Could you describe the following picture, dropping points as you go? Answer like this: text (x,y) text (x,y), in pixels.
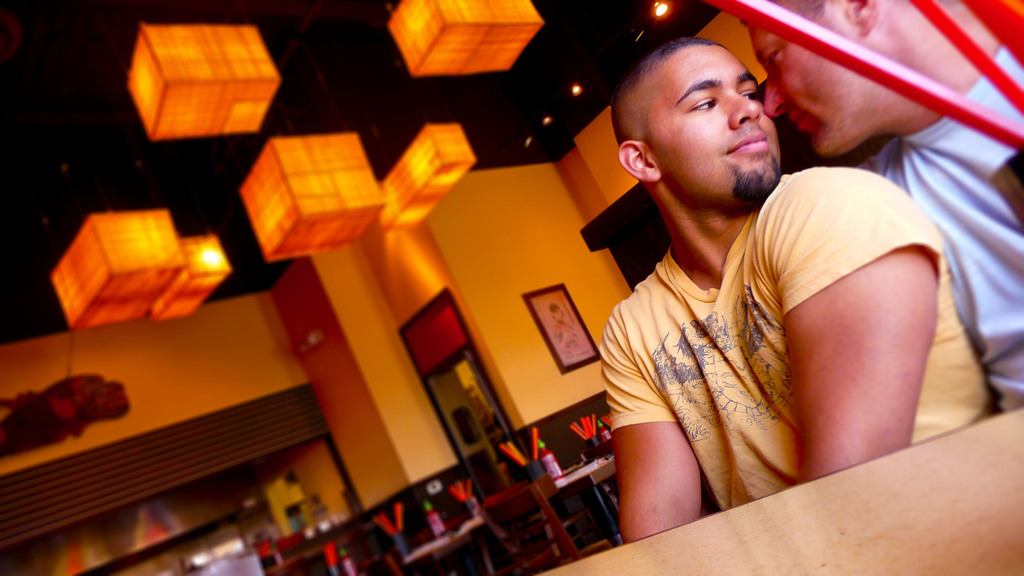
In this image in the foreground (795,323) there are two persons (681,260) who are sitting, and in front of them there is one table (772,531). In the background (520,515) there are some tables (600,484), chairs (517,507) and on the table (598,459) there are some bottles (352,571) and there is one photo frame (554,306) on the wall (504,365). At the bottom (200,532) there are some lights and objects (230,536), at the top (231,101) there are some lights (260,89) and ceiling (283,129).
